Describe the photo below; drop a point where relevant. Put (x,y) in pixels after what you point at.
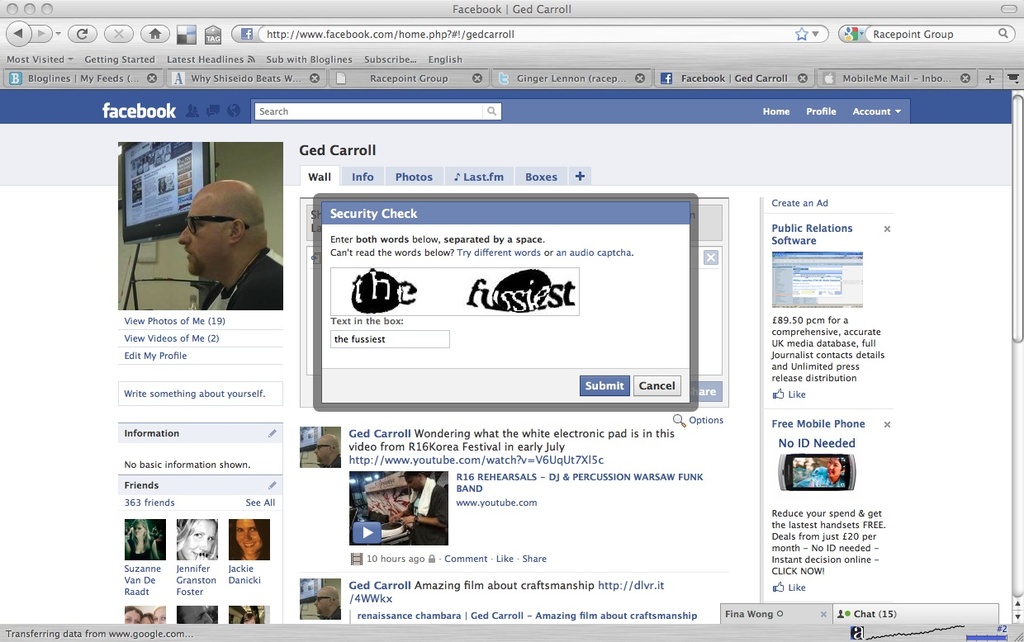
In this image we can see the screen (293,296) of a computer (243,273) where we can see the profile page (186,275) of a person's (222,256) Facebook and we can see his picture (190,295), dialogue box (403,332), posts (451,520), URL (351,464) and chat notification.
